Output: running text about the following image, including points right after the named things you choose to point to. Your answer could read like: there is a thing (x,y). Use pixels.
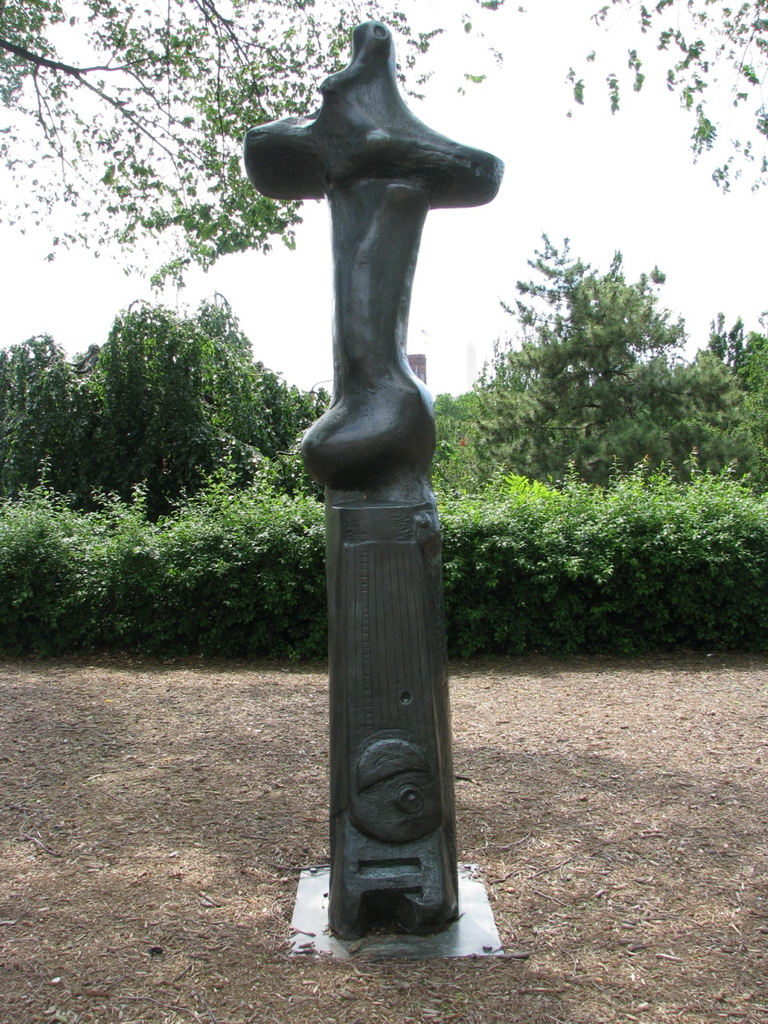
This is a picture of a sculpture (444,906) or a statue (432,906) and at the back ground (258,618) there are plants (301,619), trees (197,424), building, sky (515,223).
